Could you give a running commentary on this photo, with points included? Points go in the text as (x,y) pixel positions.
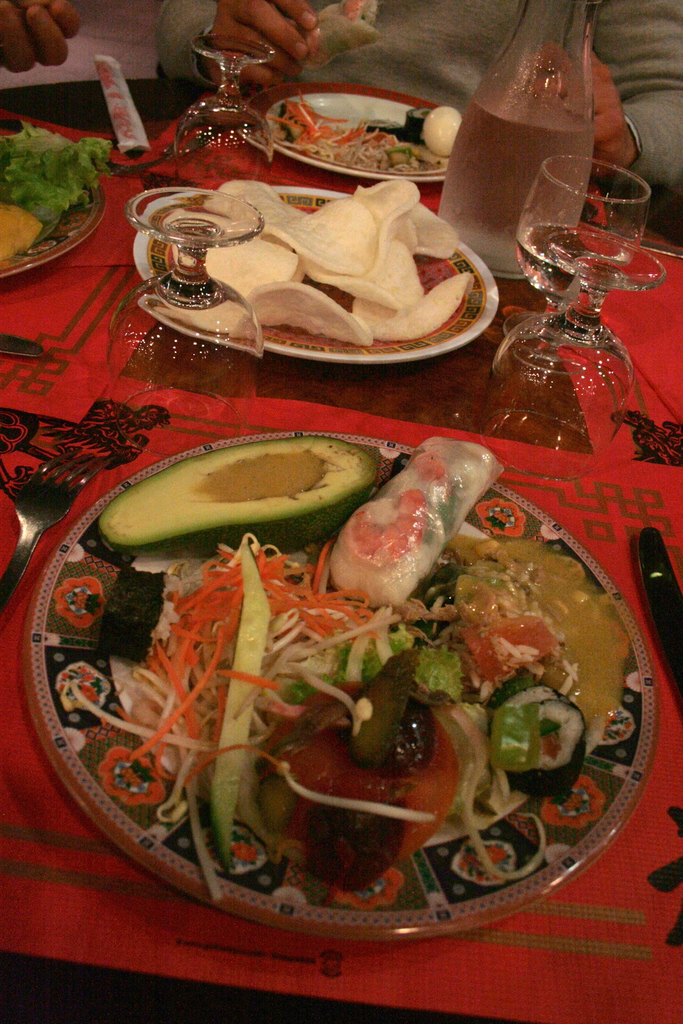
At the bottom of the image (80,697) there is a table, on the table (637,563) there are some plates (76,666), glasses (195,183) and food (305,316) and fork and knife (673,612). Behind the table (195,87) a person (298,73) is sitting.
